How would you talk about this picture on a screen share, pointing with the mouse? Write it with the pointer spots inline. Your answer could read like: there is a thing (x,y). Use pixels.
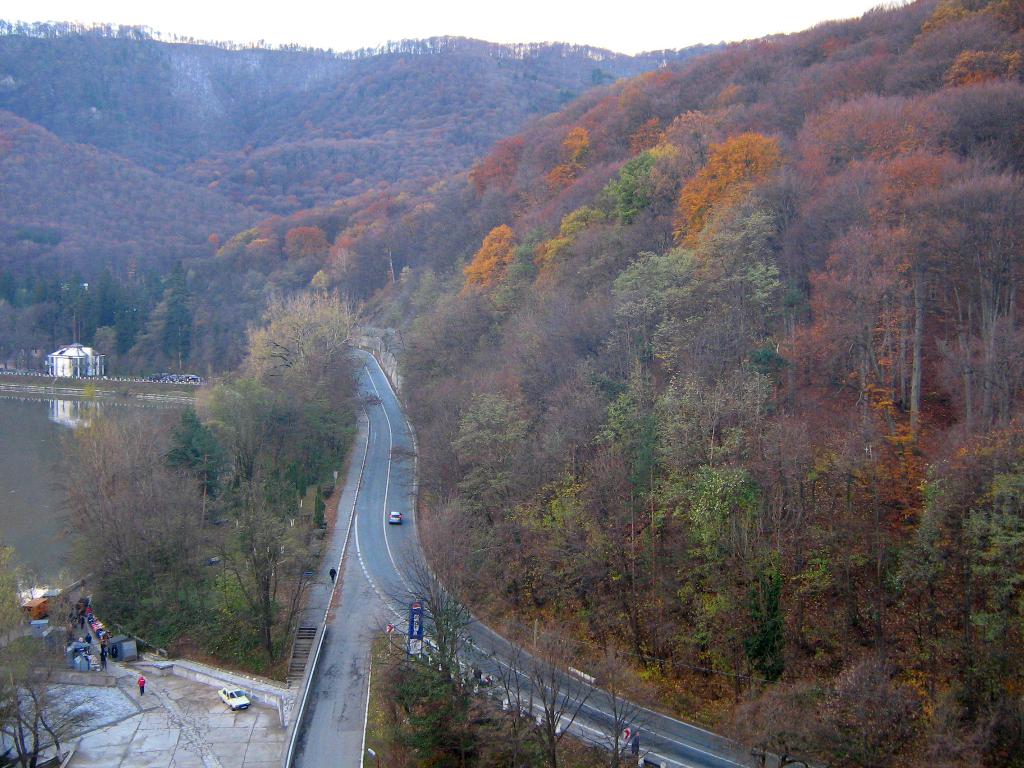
In this picture I can see trees (669,408) and vehicles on the road (317,755). On the left side (25,497) I can see water (19,455), people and vehicles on the ground (132,695). In the background (156,106) I can see hills (157,113) and sky (205,26).
